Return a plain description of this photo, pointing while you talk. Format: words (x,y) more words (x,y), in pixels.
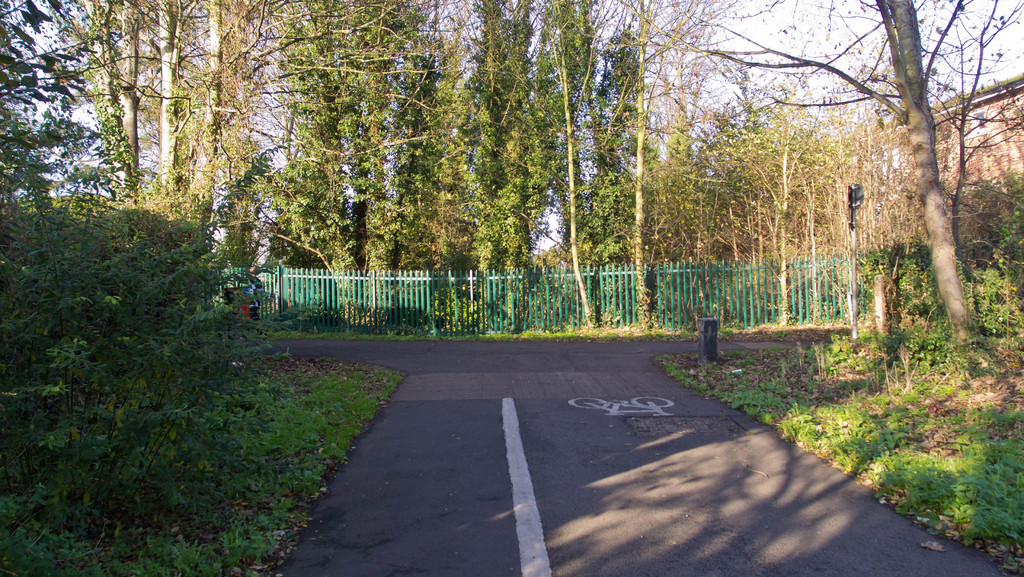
In this image there is a road (481,508) having painted lines (513,441) on it. There is a fence (524,293) on the grassland (501,335). Background (300,73) there are plants (712,212) and trees (887,229).
